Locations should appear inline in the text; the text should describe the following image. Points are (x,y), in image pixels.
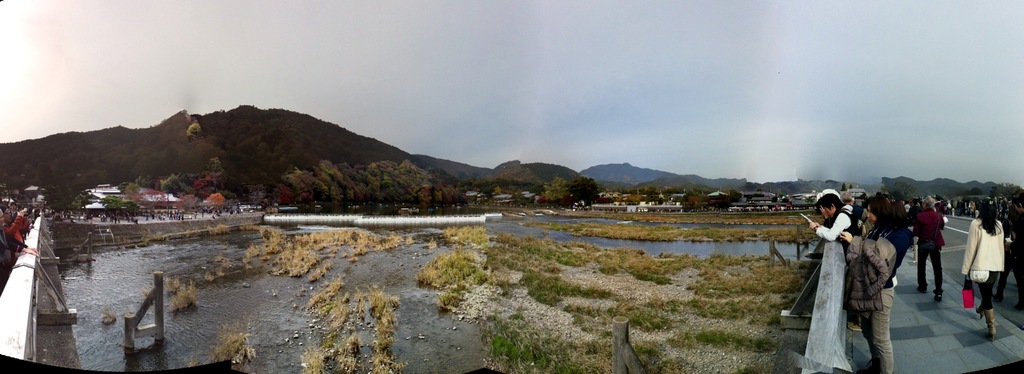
In the image there are few people (925,237) walking on the right side (931,244) on the bridge (907,359) and some are on the left side (32,206), in the middle (407,249) it seems to be a river (394,290) with grass (464,294) in the front (535,332), in the back (160,201) there are homes (521,199) with trees (735,198) all over it and in the background (257,127) there are hills (333,159) with trees (424,178) and plants (479,178) on it and above its sky (495,74).
